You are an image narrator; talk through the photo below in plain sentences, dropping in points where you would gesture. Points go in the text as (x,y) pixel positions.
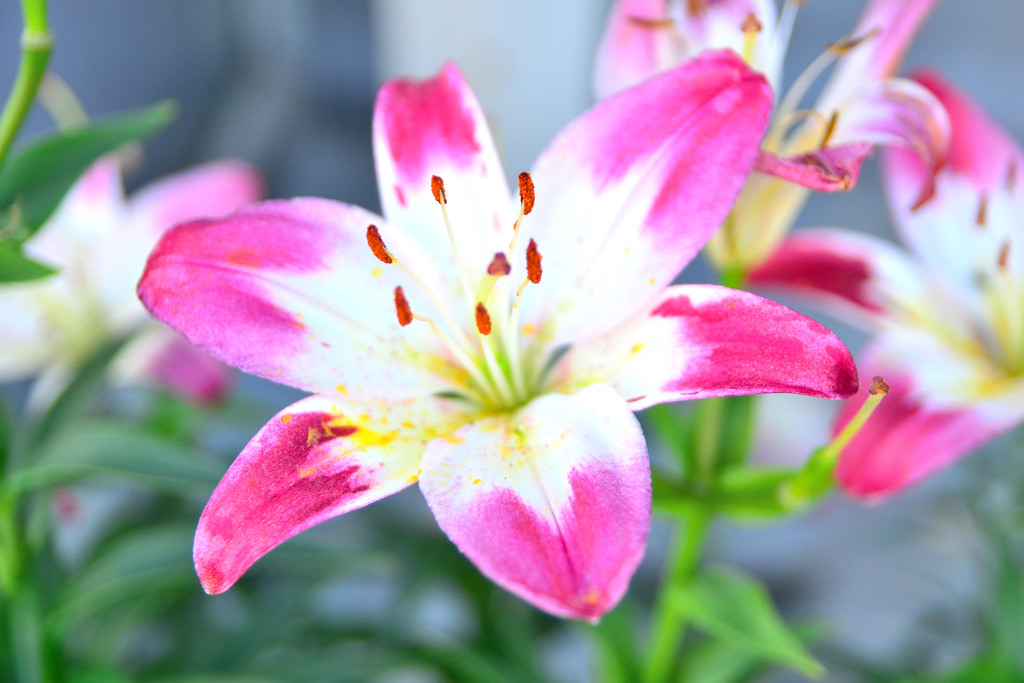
There are flowers (646,273) to a plant (729,345) in the foreground area of the image (528,334) and the background (52,414) is blurry.
